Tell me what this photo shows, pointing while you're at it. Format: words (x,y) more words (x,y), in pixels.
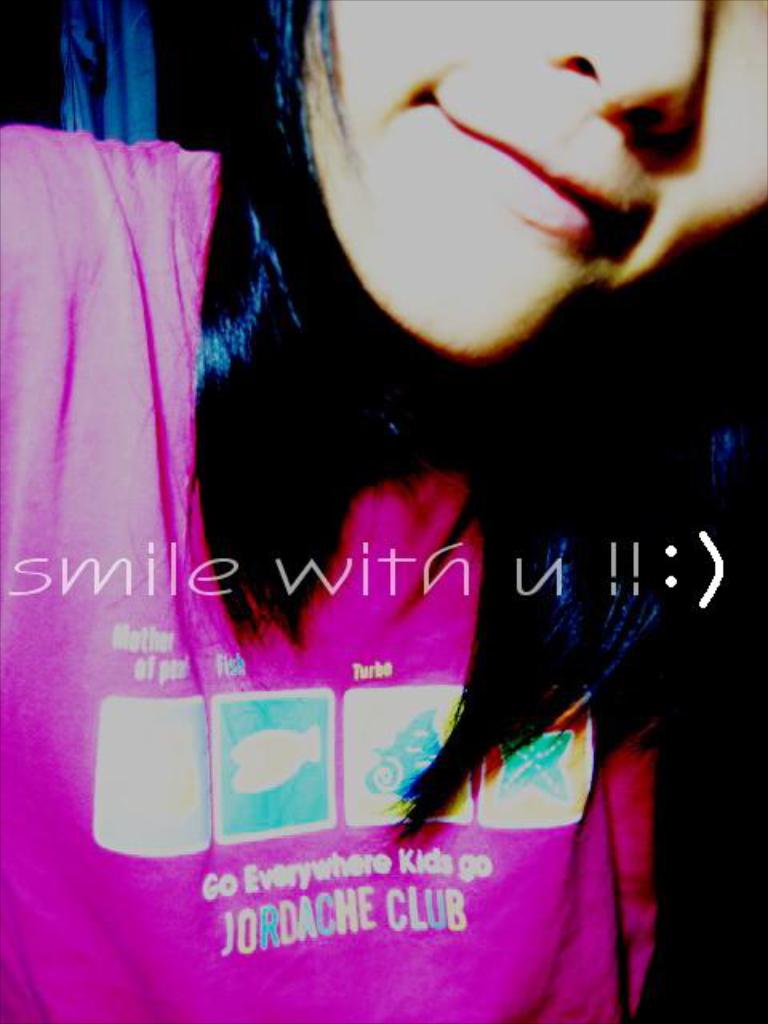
In this image we can see a lady (284,732), there are images (328,788) and text (274,882) on her t-shirt (270,687), also we can see some text (360,569) on the image.
